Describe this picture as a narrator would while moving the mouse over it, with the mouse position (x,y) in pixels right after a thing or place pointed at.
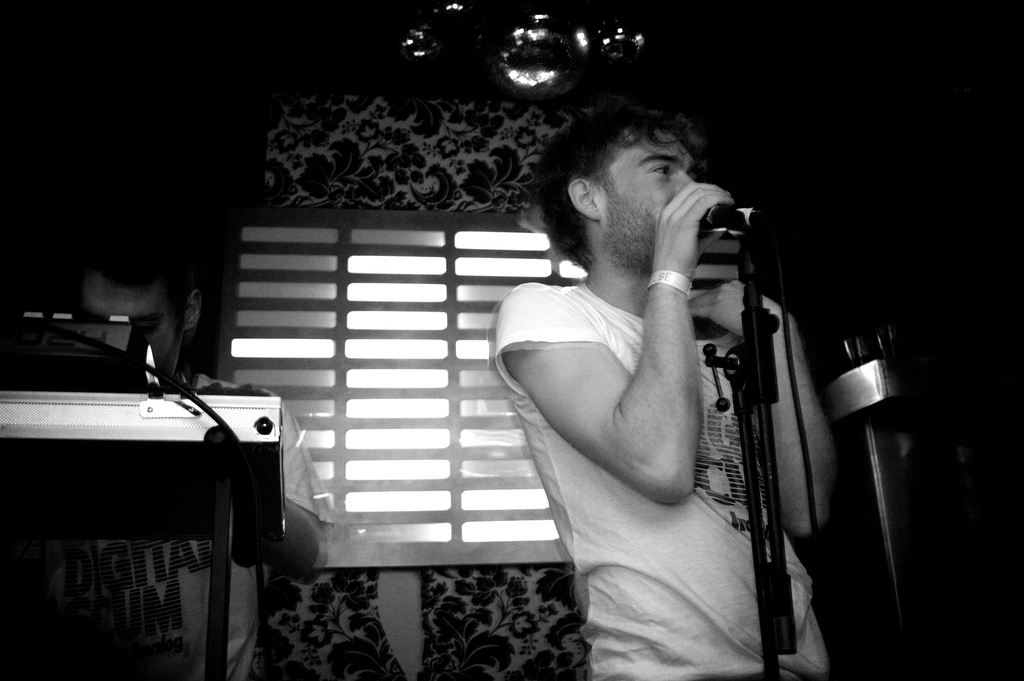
A man (618,127) is standing and singing with a mic (725,215) in front of him. There is another man (288,535) beside him standing.
